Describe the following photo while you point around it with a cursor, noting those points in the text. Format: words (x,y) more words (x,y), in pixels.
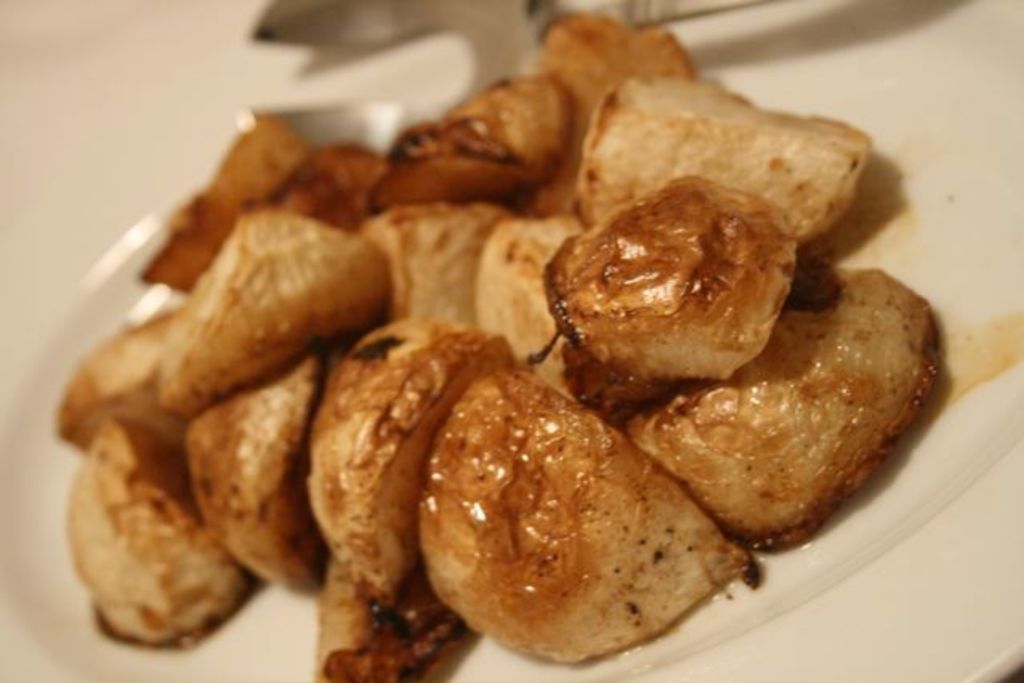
In this image I can see a plate (894,567) which consists of some food item (416,298). The background (128,101) is blurred.
